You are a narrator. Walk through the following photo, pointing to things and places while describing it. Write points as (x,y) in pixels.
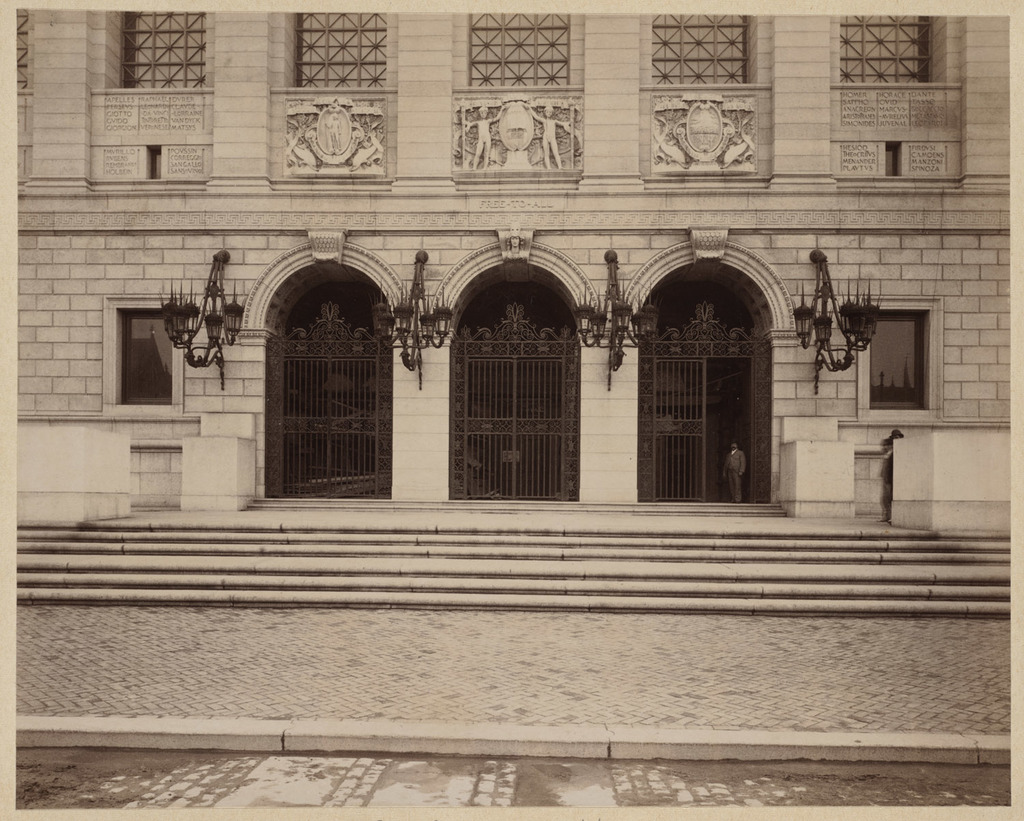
In this picture we can see a footpath (582,679), steps (789,573), gates (679,418), lights (819,324), windows (177,384), building (90,435) and some objects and a person (737,462) standing.
